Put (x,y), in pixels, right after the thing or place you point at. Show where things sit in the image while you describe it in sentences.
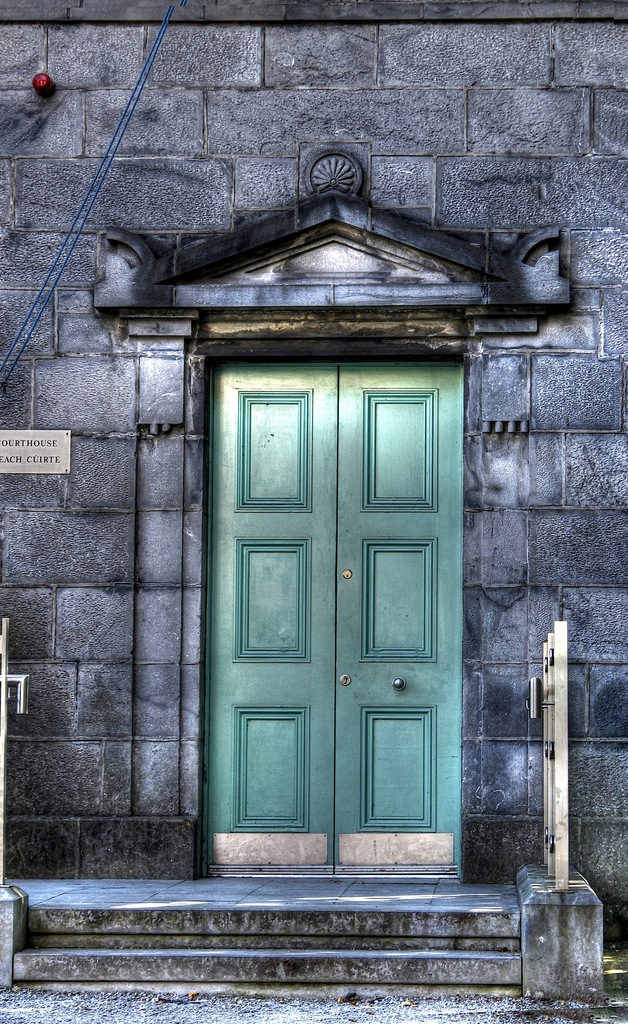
In this image we can see a door (412,811), a metal fence (565,874) and some stairs (279,952). We can also see a name board (34,466) on a wall (120,448) and some wires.
